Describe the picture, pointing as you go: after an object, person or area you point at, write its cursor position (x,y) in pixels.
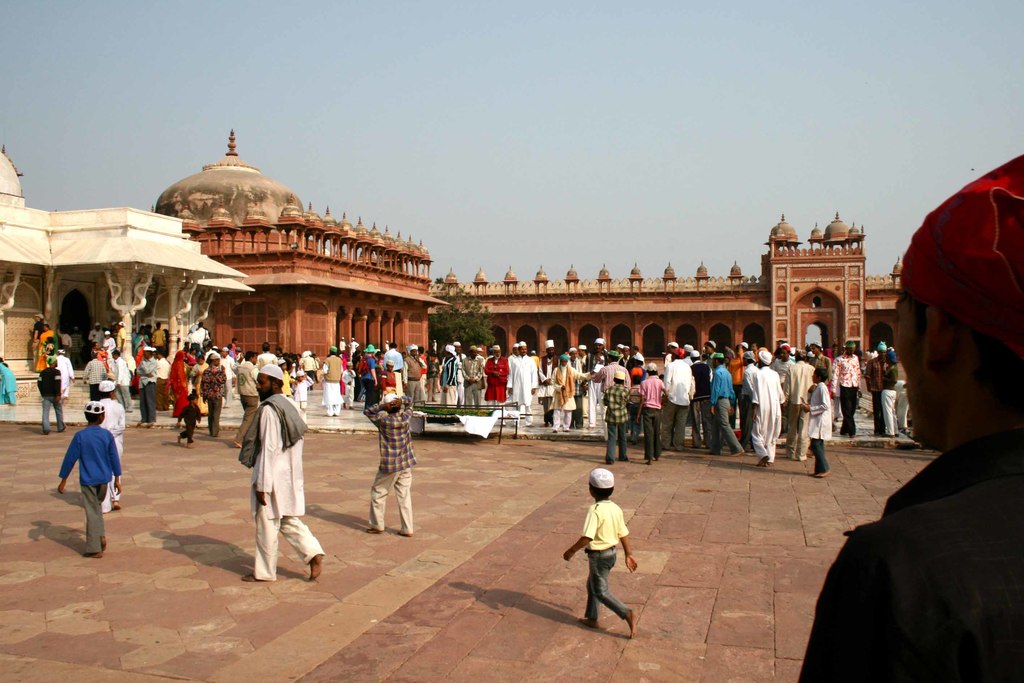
In this image I see the path (335,425) on which there are number of people (656,385) and I see the monuments (635,327) in the background (697,311) and I see the leaves (455,322) over here and I see the clear sky (489,100).
